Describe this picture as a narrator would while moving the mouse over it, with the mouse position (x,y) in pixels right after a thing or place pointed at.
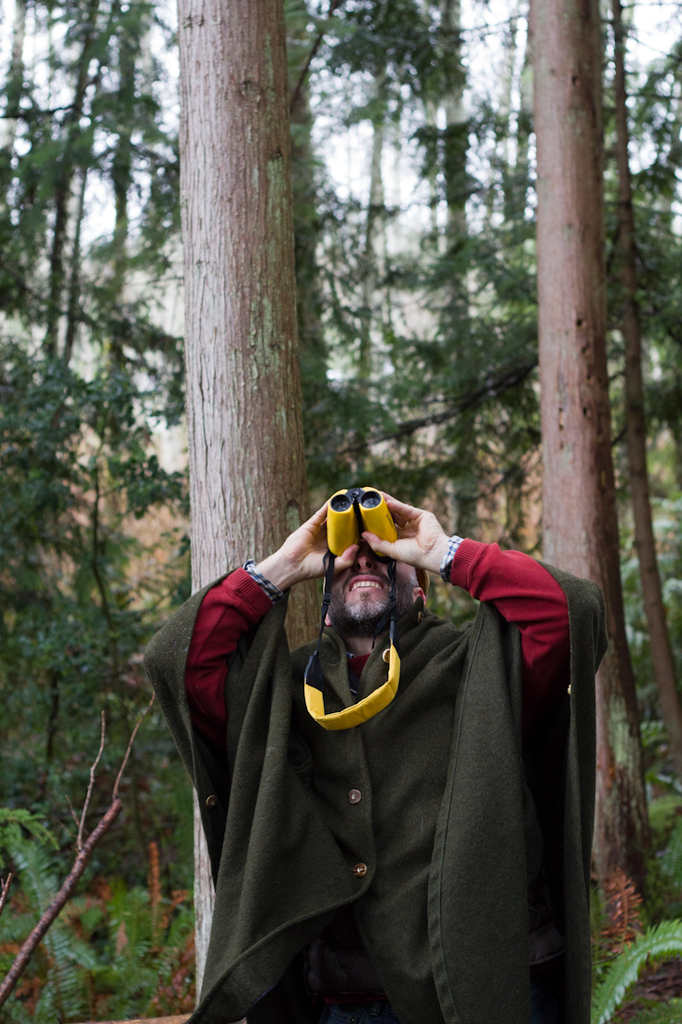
In this image there is a person (393,797) standing and looking through the binoculars (348,520), behind him there are trees (94,333) and plants (107,838).
